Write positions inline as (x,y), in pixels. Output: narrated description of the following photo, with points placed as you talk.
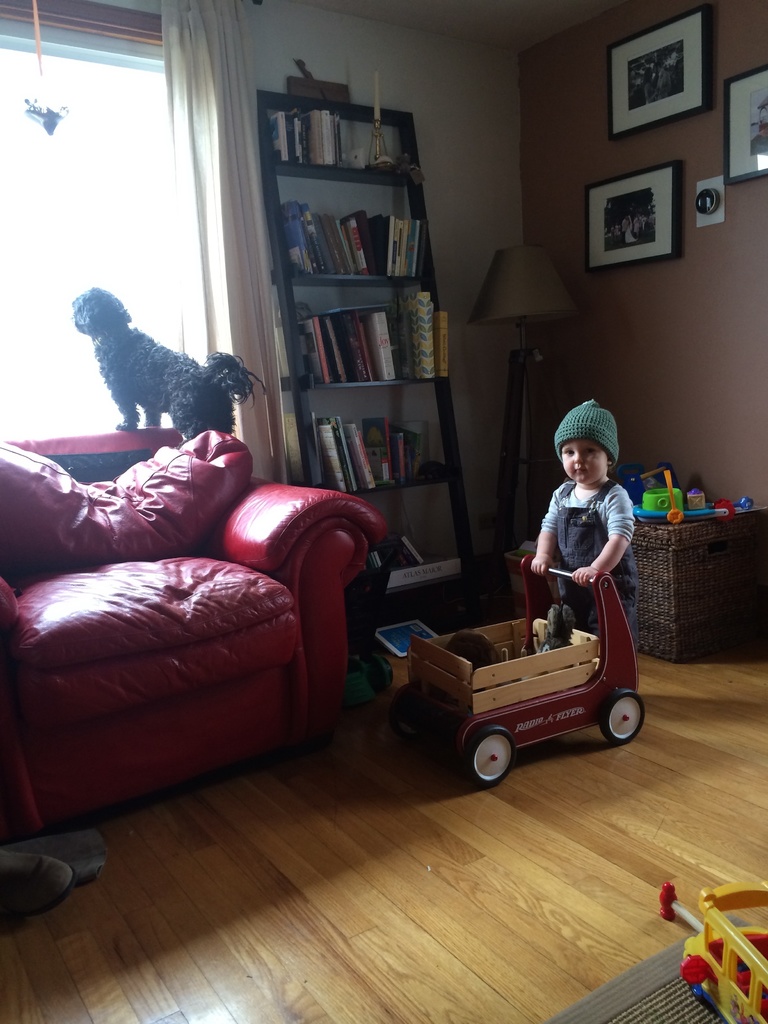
The image is inside the room (693,853). In the image on right side (599,517) there is a kid (599,523) pushing his vehicle (437,680) and we can also see table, boxes (678,534) and on wall (671,375) we can see some photo frames (690,76). On right side (519,291) we can also see a lamp (508,278), shelf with some books (345,313). On left side (228,368) there is a dog (194,369), couch (112,548), window (103,201) which is open curtain (207,204).
